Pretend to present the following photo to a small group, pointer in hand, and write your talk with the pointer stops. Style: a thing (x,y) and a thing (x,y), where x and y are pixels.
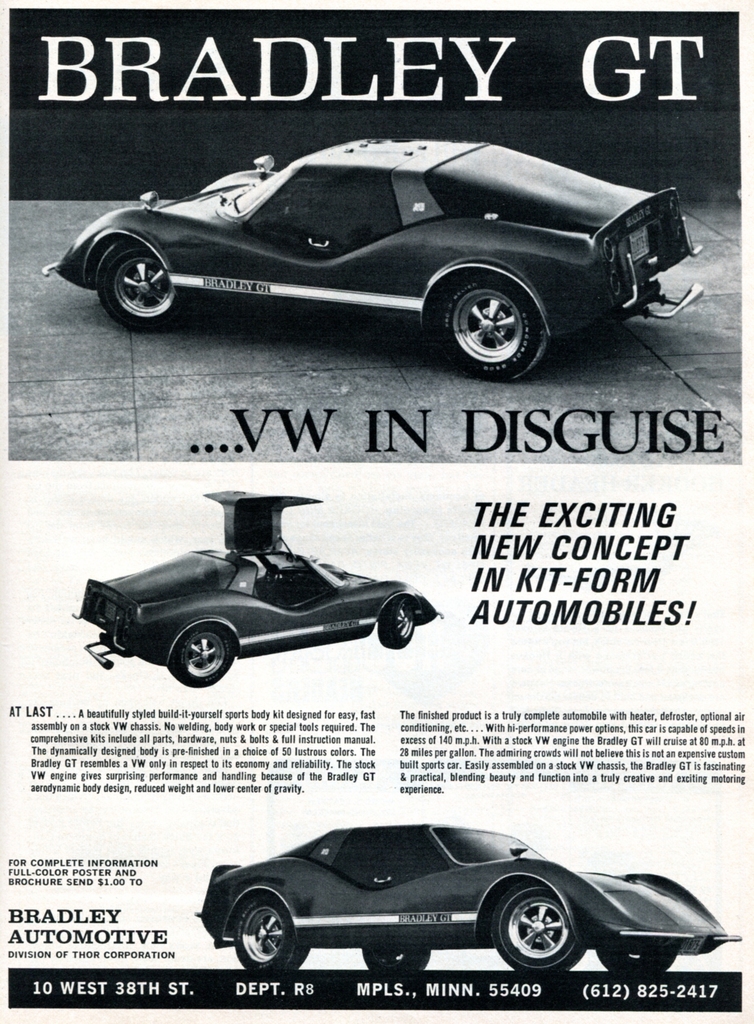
We can see poster (355,560), in this poster (355,560) we can see cars (367,594) and something written on this.
